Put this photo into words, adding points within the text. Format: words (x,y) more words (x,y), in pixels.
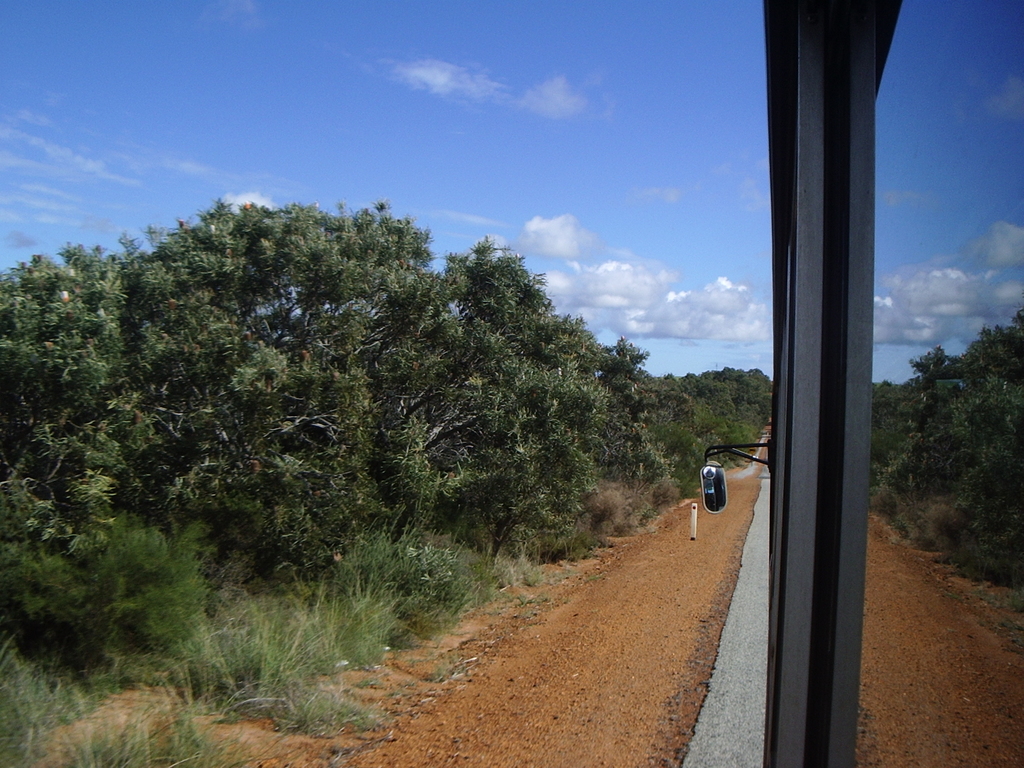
In this image we can see one vehicle (850,485) on the road (709,745), some small stones (536,654) near to the road (707,759), some trees (681,468), bushes (607,526), plants (634,510) and grass (327,618) on the surface (65,728). At the top (575,231) there is the cloudy sky (658,225).
